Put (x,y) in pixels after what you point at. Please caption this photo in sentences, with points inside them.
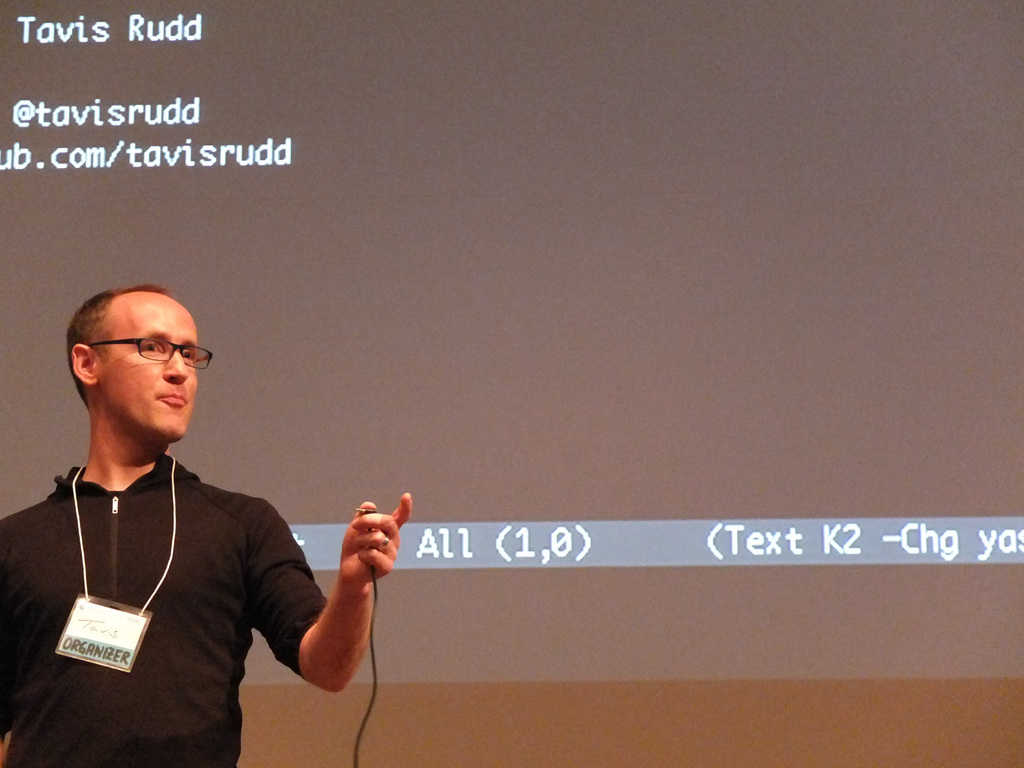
In this image, we can see a person (204,570) wearing clothes (186,608) and spectacles (146,345). In the background (707,528), we can see some text (72,112).
